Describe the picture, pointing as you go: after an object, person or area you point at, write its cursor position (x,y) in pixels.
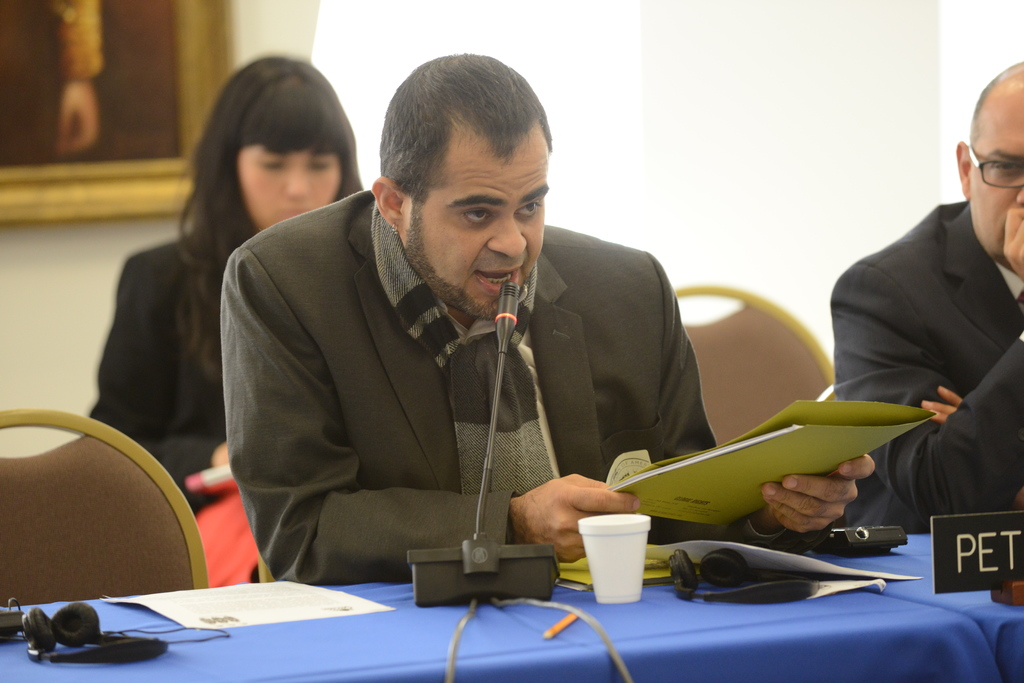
In this picture we can see there are three people (412,285) sitting on chairs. A man (455,341) with the scarf (458,351) is holding a file (651,472) and explaining something. In front of the man (322,310) there are tables (842,625), which are covered with clothes (792,640). On the tables (654,609) there is a glass (592,558), headphones (103,641), paper (341,606), pen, cables (593,622), name plate (968,536) and a microphone (500,290). Behind the people (251,333) there is a photo frame (59,147) on the wall (57,289).
